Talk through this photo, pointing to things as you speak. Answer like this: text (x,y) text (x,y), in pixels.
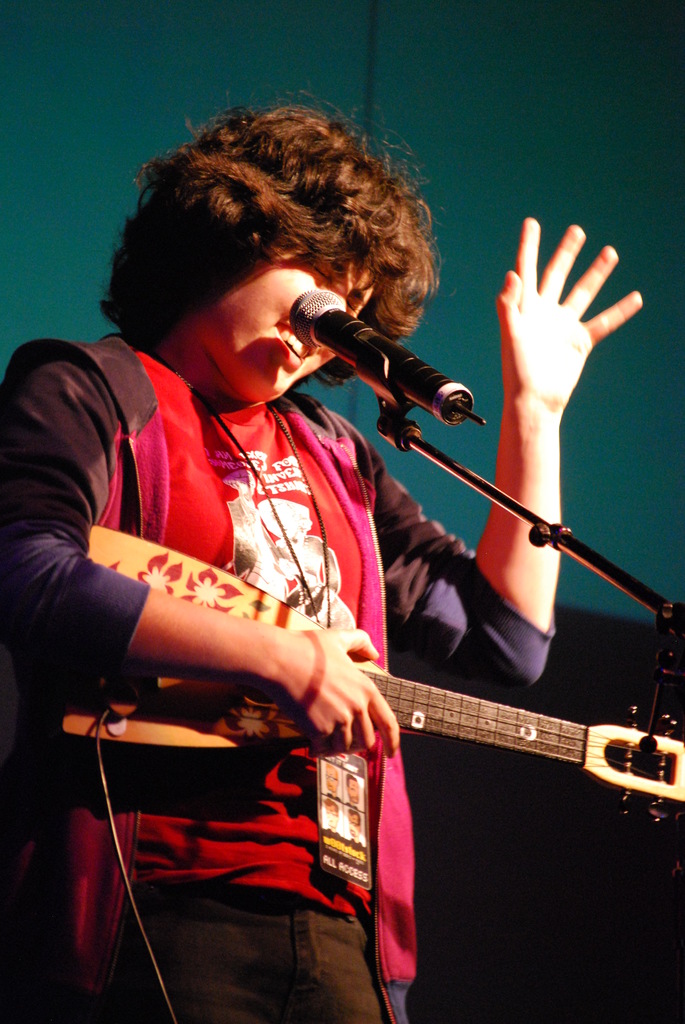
A person (191,663) is holding guitar (452,694) and smiling. In front of the person (330,365) there is a mic (425,406) and mic stand (664,656). And is also wearing a tag (345,813). In the background (430,339) there is a wall (403,97).
